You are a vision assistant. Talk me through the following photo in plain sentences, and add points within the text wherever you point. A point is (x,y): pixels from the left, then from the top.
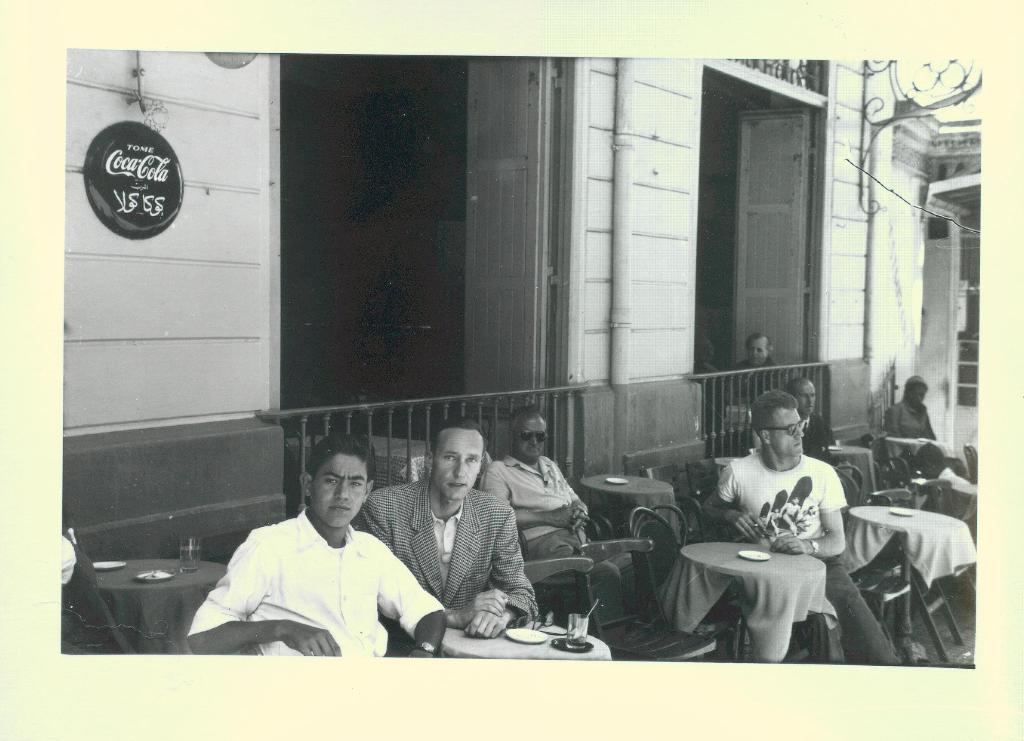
This is a black and white image. In this image we can see doors (800,233), persons (258,555), tables (681,590), glasses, building (841,225) and sky (959,118).
